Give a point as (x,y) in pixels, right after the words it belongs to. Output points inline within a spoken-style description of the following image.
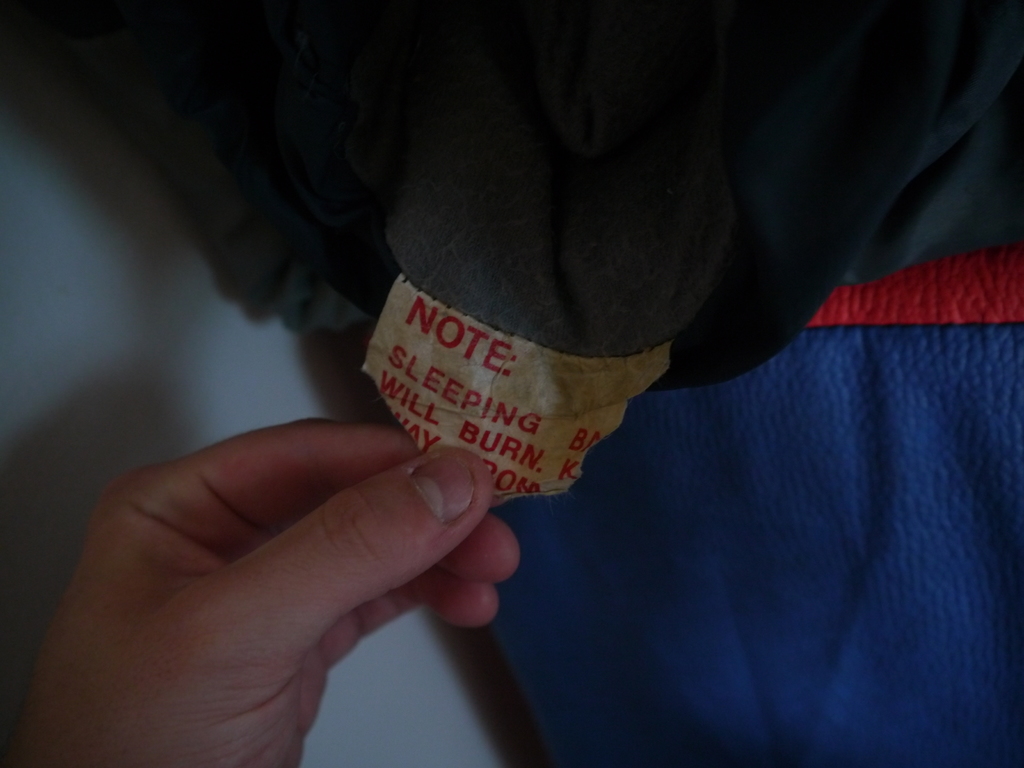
At the bottom of the image (176,536) there is a person's hand (422,453) holding a tag (574,369) of the cloth (684,262).
